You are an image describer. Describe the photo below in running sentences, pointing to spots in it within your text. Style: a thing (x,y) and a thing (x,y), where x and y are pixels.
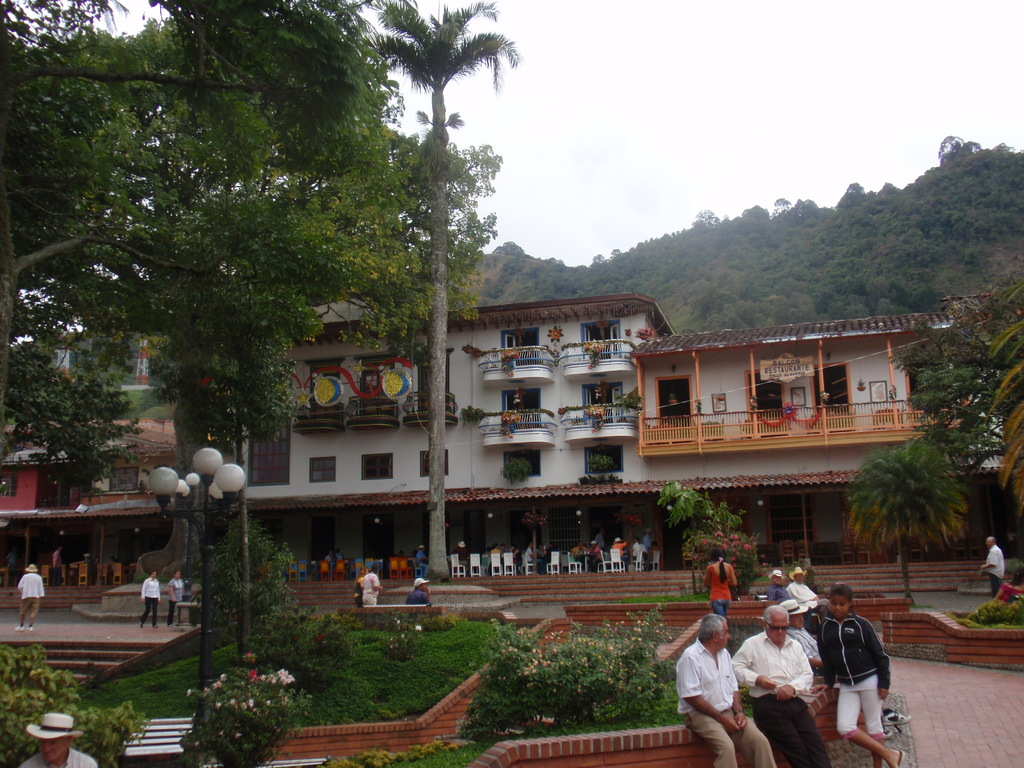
In this image there is the sky (688,135) truncated towards the top of the image (706,118), there are trees (897,188) truncated towards the right of the image (904,210), there are trees (60,243) truncated towards the left of the image (17,161), there are buildings (426,416), there is a tower (137,377), there is a building (53,463) truncated towards the left of the image (42,511), there are chairs (392,574), there are persons (574,553) sitting, there are persons (721,570) walking, there is a pole (207,613), there are lights (197,485), there is grass (394,677), there are plants (303,636) truncated towards the bottom of the image (236,720), there is a plant (1008,610) truncated towards the right of the image (1009,626), there is board (800,374), there is text (779,362) on the board (787,361), there are persons (57,750) truncated towards the bottom of the image (813,743).
